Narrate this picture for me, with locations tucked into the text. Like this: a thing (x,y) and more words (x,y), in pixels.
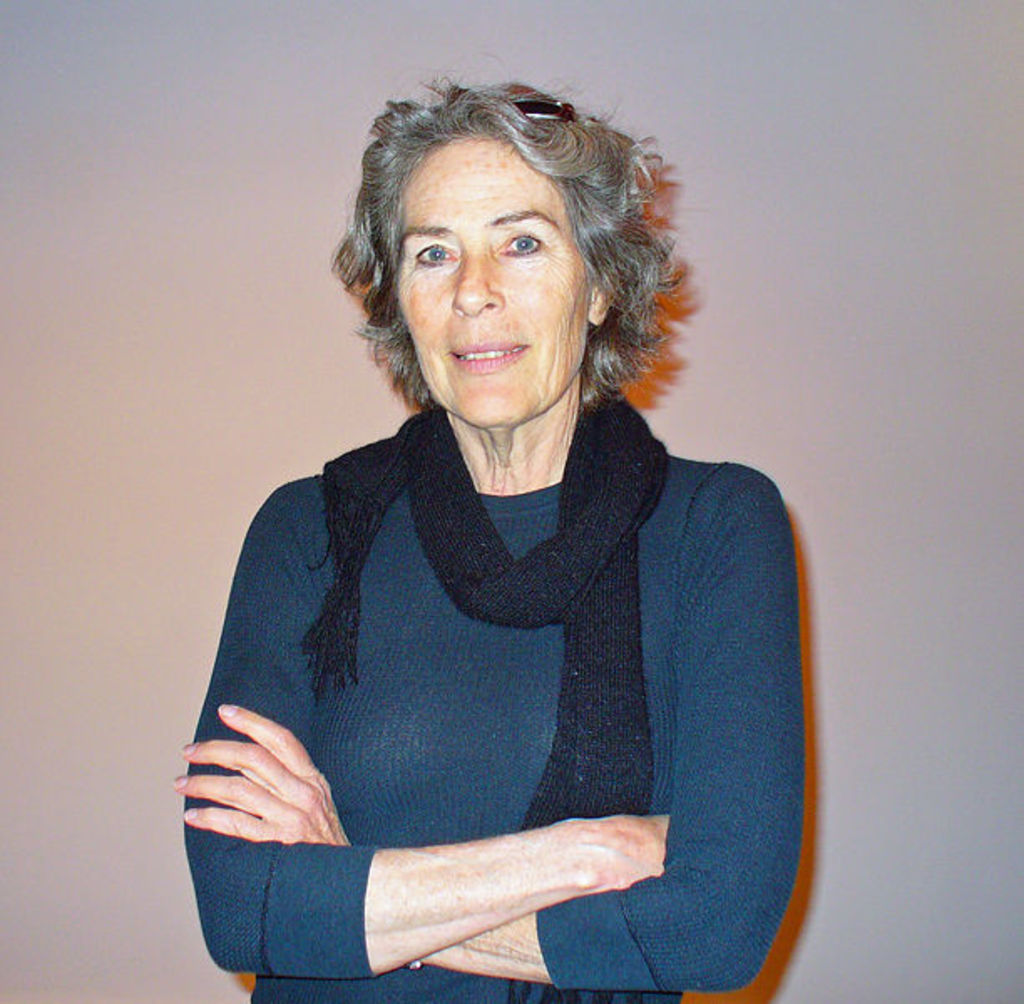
In this image I can see the person (567,676) wearing the blue color dress (406,747) and the black color scarf (478,573). And there is an ash color background (55,194).
